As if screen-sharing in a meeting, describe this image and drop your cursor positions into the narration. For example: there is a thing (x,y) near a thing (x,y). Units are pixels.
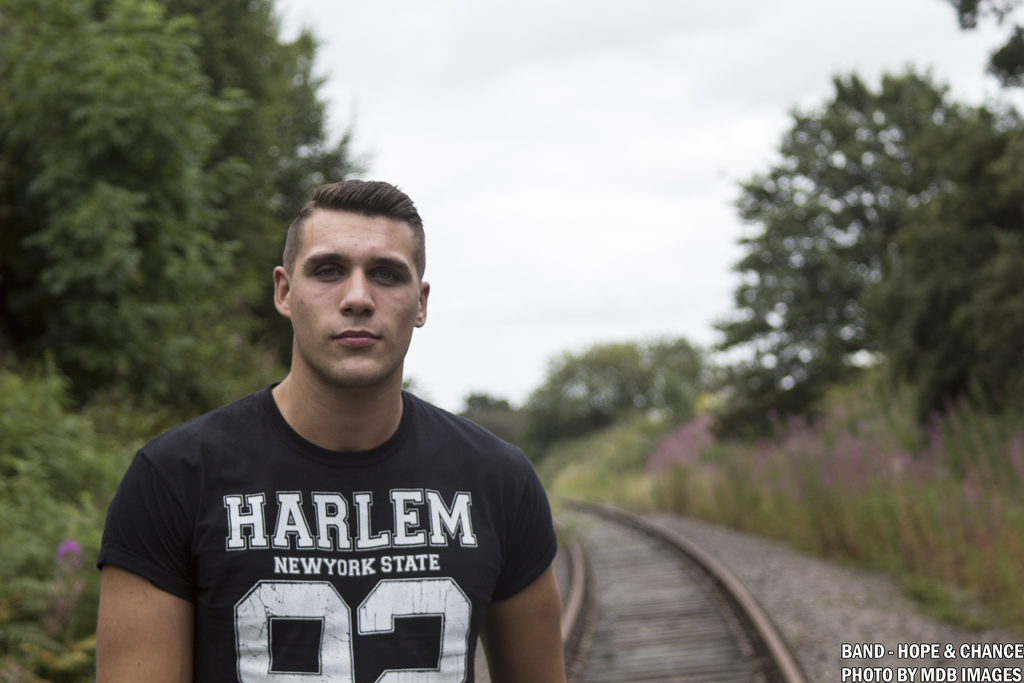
In this image I can see there is a man (365,539) standing and there are railway tracks (586,509) in the background (689,619). There are plants (960,486), trees (858,207) and the sky (591,133) is cloudy, the background of the image is blurred.
